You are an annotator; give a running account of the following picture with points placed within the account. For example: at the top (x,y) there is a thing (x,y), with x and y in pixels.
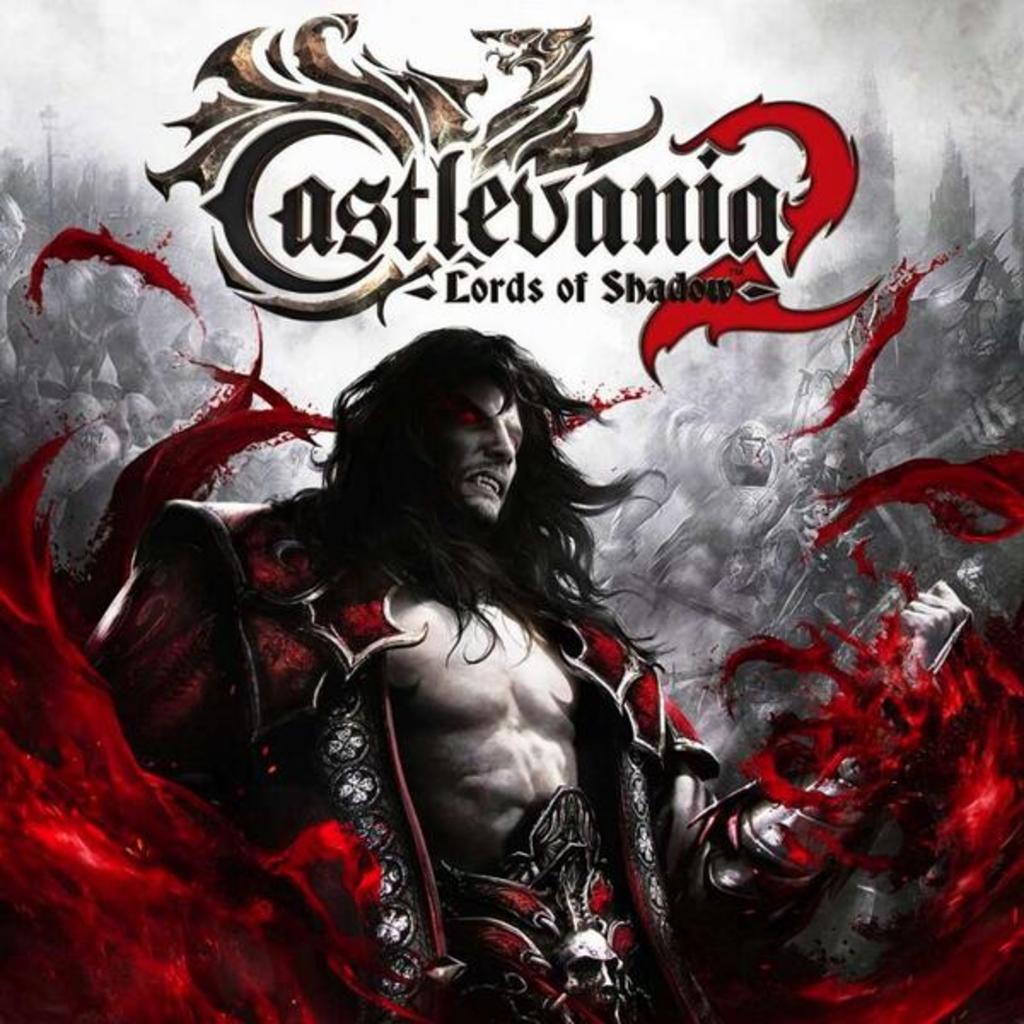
In this image I can see a pamphlet (362,537), in the pamphlet (914,253) I can see the person (497,878) standing and something written on it.
